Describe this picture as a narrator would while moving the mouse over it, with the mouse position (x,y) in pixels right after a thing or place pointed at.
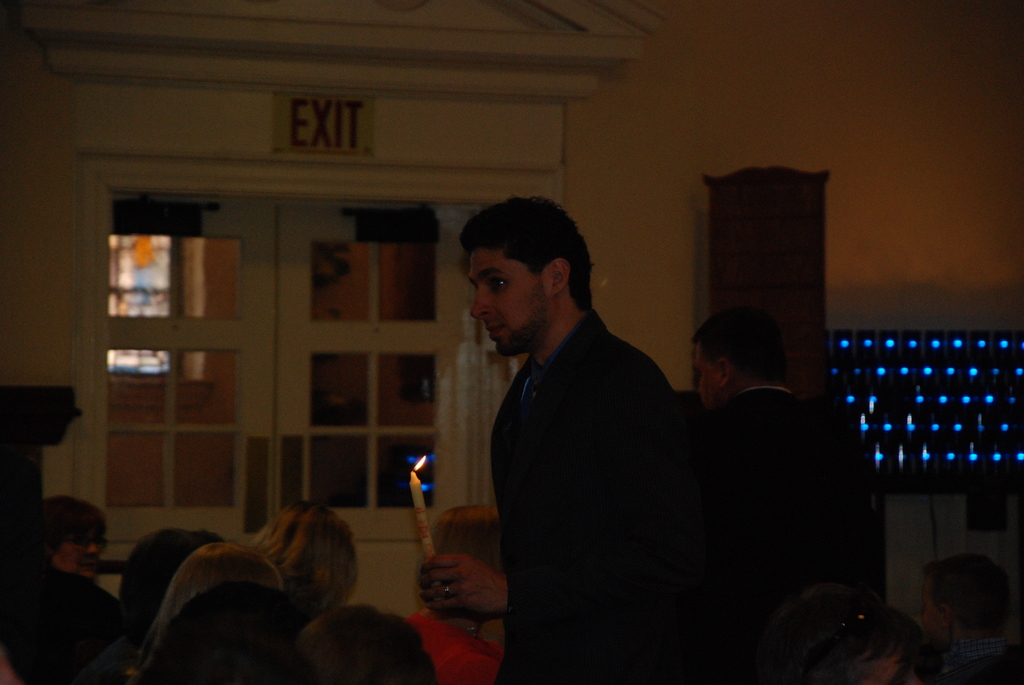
There is one person (591,574) standing and wearing a black color blazer (557,526) and holding a candle (431,547) at the bottom of this image (571,541). There are some persons (346,545) in the background (765,530). There is a wall (935,254) as we can see in the middle of this image (646,279). There is a door (310,377) on the left side of this image (252,387). There is a exit board (302,136) at the top side (322,137) to this door (296,213).
